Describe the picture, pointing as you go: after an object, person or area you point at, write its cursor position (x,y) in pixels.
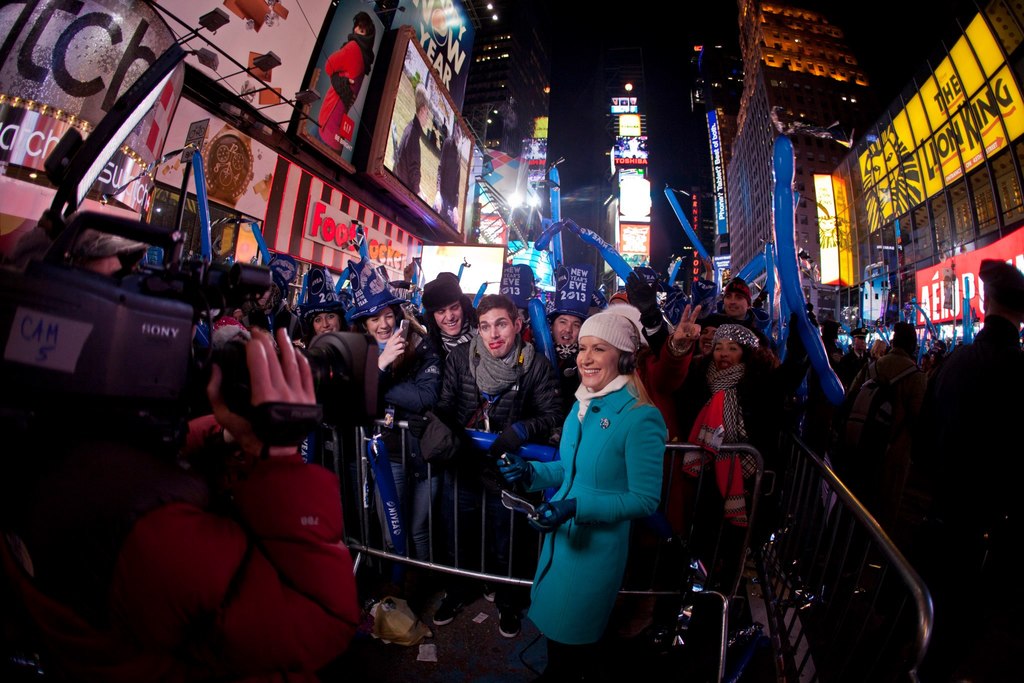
In this image, I can see a group of people (570,483) standing and smiling. On the left side of the image (264,538), there is a person (175,494) holding a video recorder (188,354). At the bottom of the image (834,514), I can see the barricades (803,525). In the background (441,106), there are buildings (804,222), lights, hoardings (453,136), name boards (366,216), and screens (433,170).
